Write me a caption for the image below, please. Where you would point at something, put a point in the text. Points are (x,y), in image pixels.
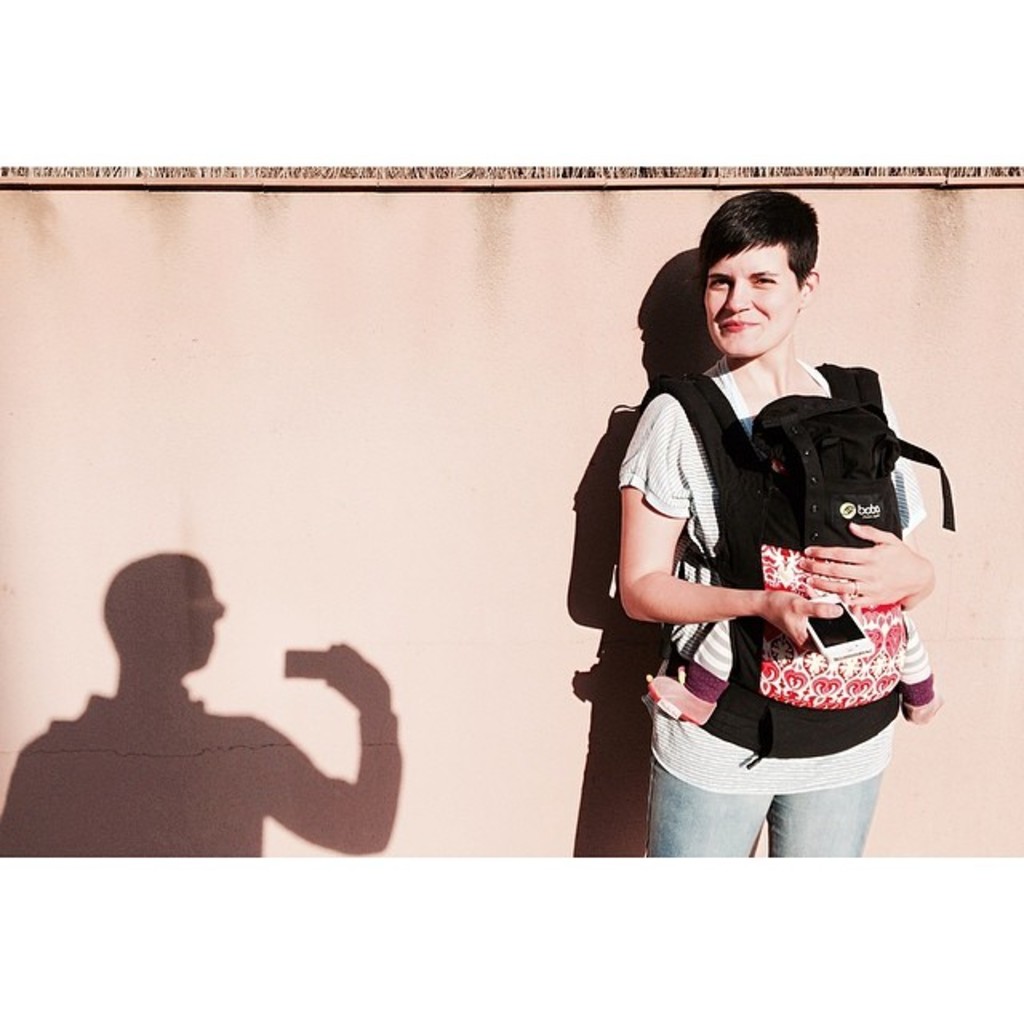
In this picture I can see a person (666,428) holding the baby (780,465) on the right side (741,521). I can see the shadow (247,727) of a person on the left side (184,698). I can see the brown color in the background (409,371).
